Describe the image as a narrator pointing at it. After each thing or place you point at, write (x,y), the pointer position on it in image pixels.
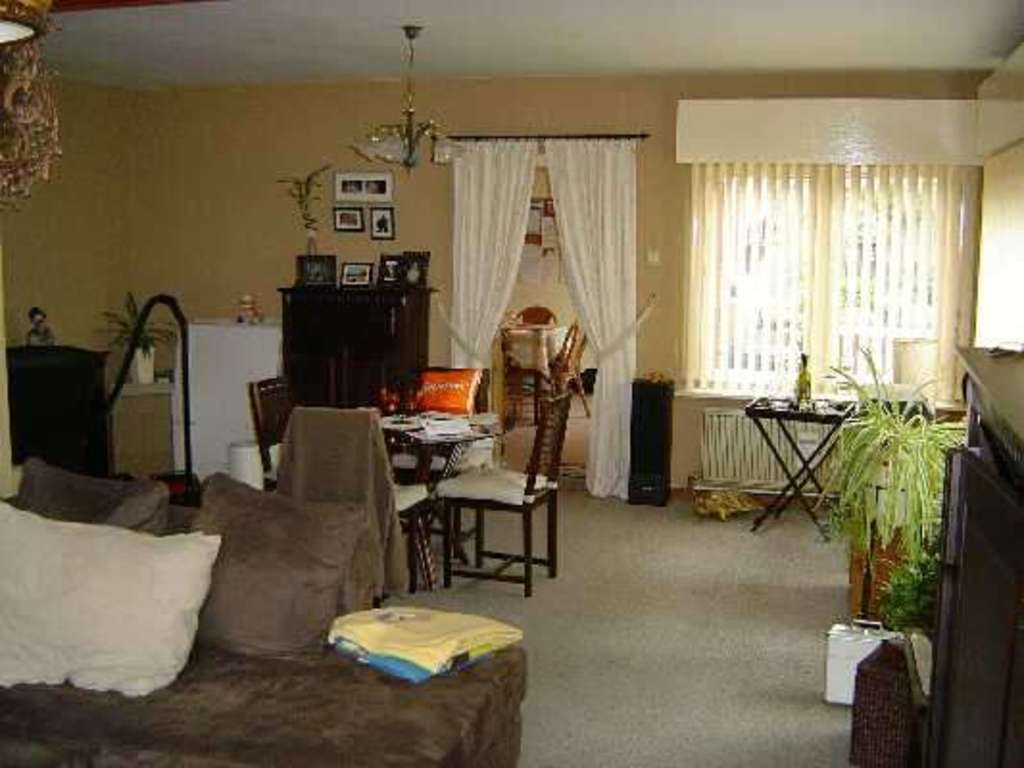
In this picture we can see a few pillows (304,519) and a yellow object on the bed (141,705). There is house plant (919,500), suitcase (850,653) and a black object (955,564) on the right side (988,656). There is a bottle (803,394) on the table (804,418). Few chairs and a table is visible. We can see a few frames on a wooden cupboard (287,302) and on the wall (165,365). There is a house plant (151,370) on the shelf (145,391). We can see a statue/sculpture (49,332) on a wooden desk (25,352). There is a chandelier (376,139) on top. We can see an object (45,63) on the top left (31,169).
